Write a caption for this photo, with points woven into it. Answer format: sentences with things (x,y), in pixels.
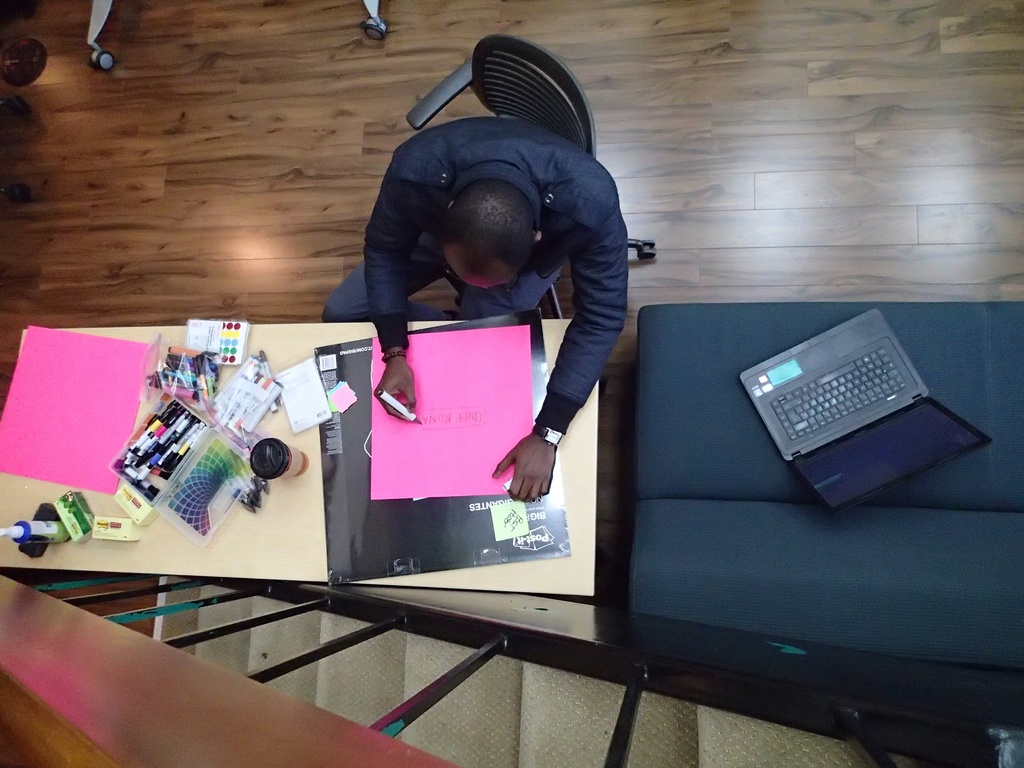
In this image I can see a person (506,161) sitting on the chair (530,114). We can see pink color paper (473,367), pens (176,441) and some objects (274,454) on the table (583,500). I can see laptop (901,398) on the couch (931,495). In front (525,728) I can see stairs (480,694).
